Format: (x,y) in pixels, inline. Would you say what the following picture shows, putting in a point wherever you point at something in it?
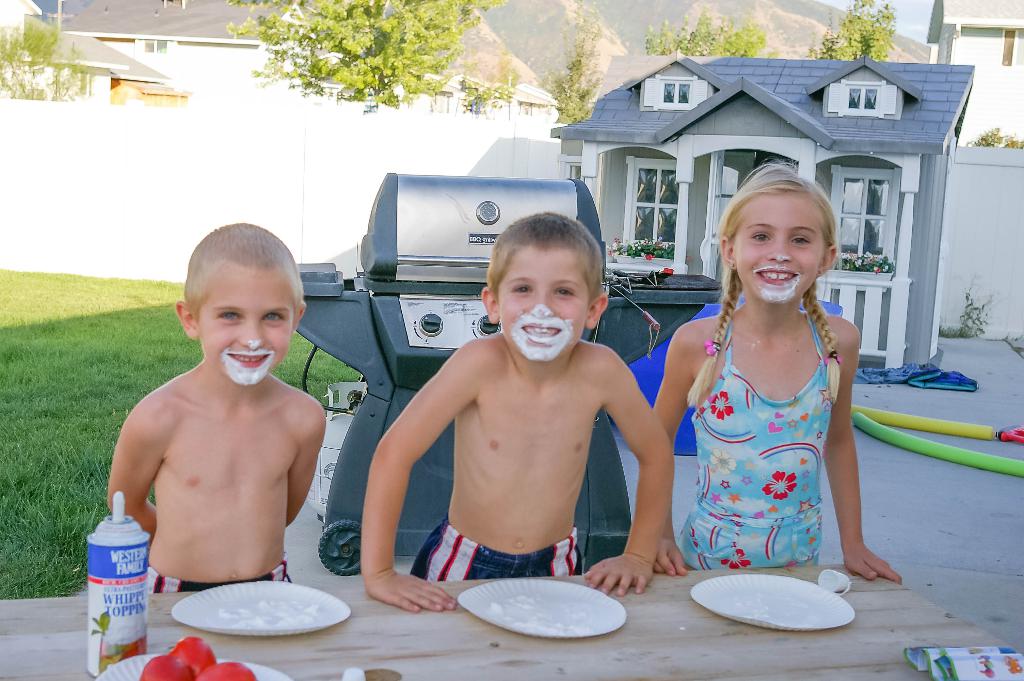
Here we can see the children (724,298) are standing and smiling, and in front (599,614) here is the table (657,616) and plates (585,613) and some objects (210,647) on it, and here is the grass (118,299), and here is the building (633,80), and here are the mountains (488,30), and here is the tree (310,79).
